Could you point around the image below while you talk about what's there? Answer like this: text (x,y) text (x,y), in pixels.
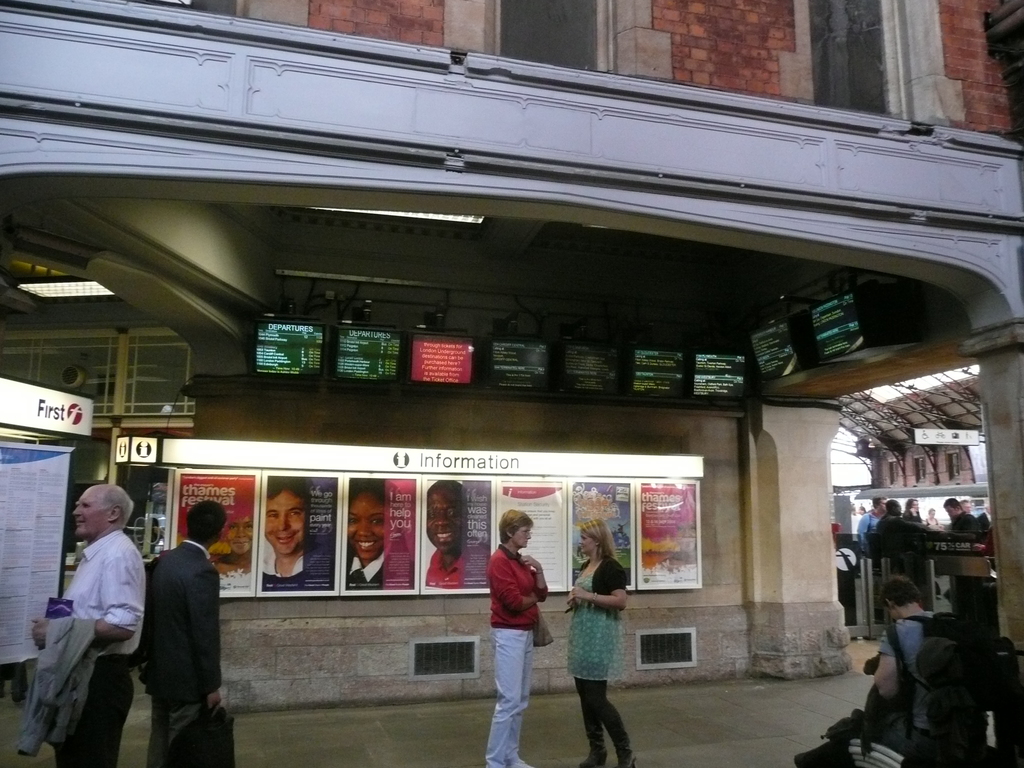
On the bottom (529,573) there is a woman (509,637) who is wearing red shirt (509,594), trouser (517,686) and shoe (524,761). She is standing near this woman (603,645). On the bottom left corner (193,606) there are two mans (123,586). On the bottom right corner (912,600) we can see a person (895,663) who is wearing t-shirt (901,632), jeans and bag (924,671). He is sitting on the bench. On the background (354,589) we can see advertisement board (402,564) on which we can see some persons pictures (451,543). Here we can see television screens (294,348). On the right (975,525) we can see group of person (907,543) standing under the shed (948,412). Here it's a sky (842,459). On the top (700,15) there is a building (630,73). On the left (97,295) we can see light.
